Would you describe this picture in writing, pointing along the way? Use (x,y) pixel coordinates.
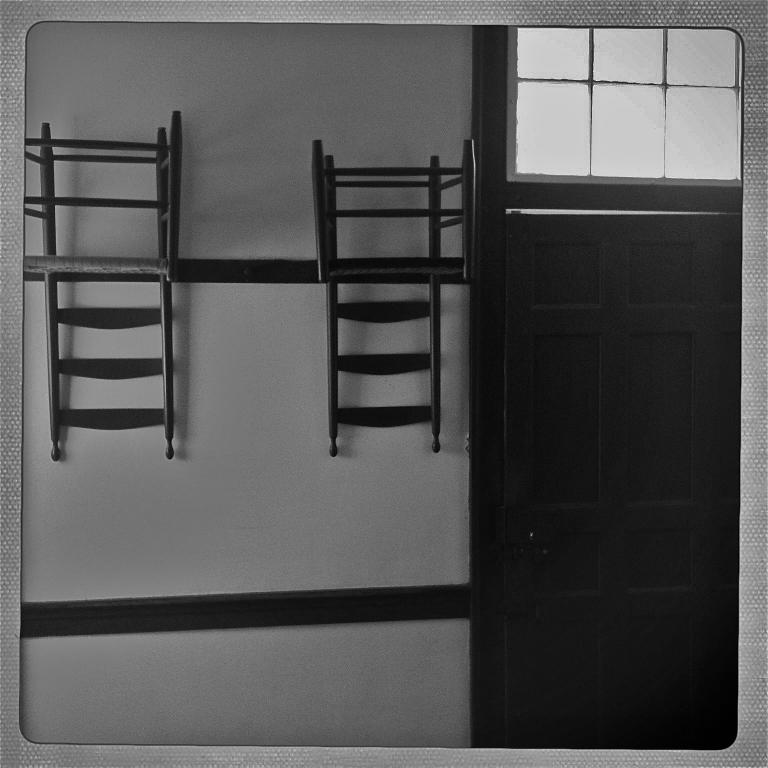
In the image we can see in front (364,541) there is a wall (234,342) on which chairs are hanging and beside there is a door (601,582) which is in black colour. The wall (258,522) is in white colour.
